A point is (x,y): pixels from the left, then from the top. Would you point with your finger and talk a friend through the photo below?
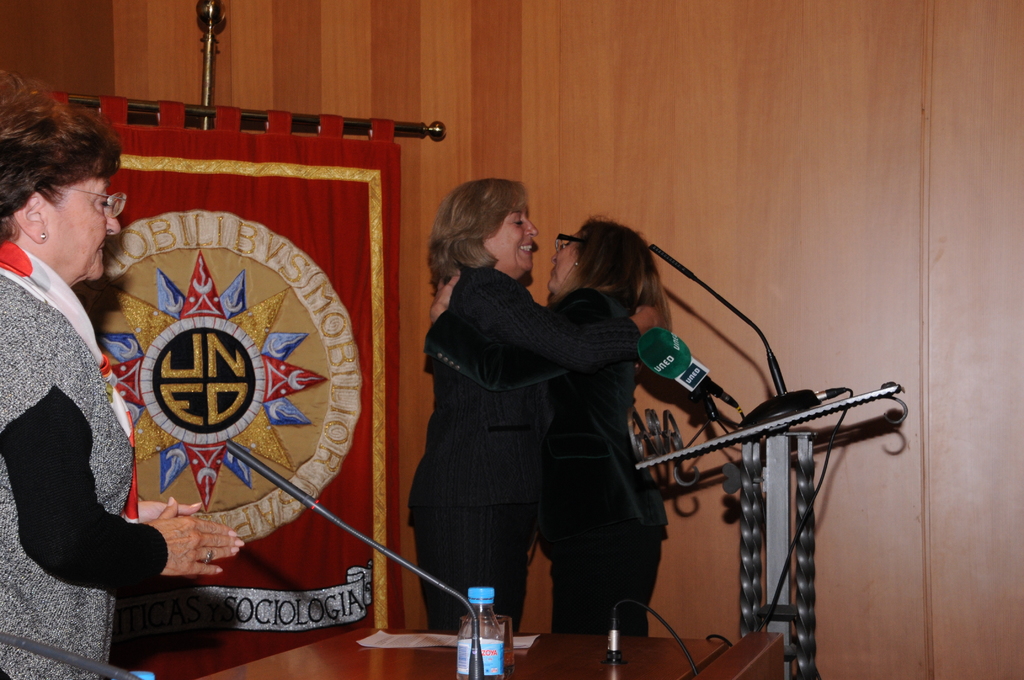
This image is taken indoors. In the background (624,131) there is a wall (479,144) and a banner (238,470) with text (246,525) and a symbol (232,213) on it. On the left side of the image (2,143) a woman (7,245) is standing on the floor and there is a table (361,657) with a few things (417,641) on it. In the middle of the image (631,258) there is a podium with a mic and two women (624,371) are standing on the floor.
